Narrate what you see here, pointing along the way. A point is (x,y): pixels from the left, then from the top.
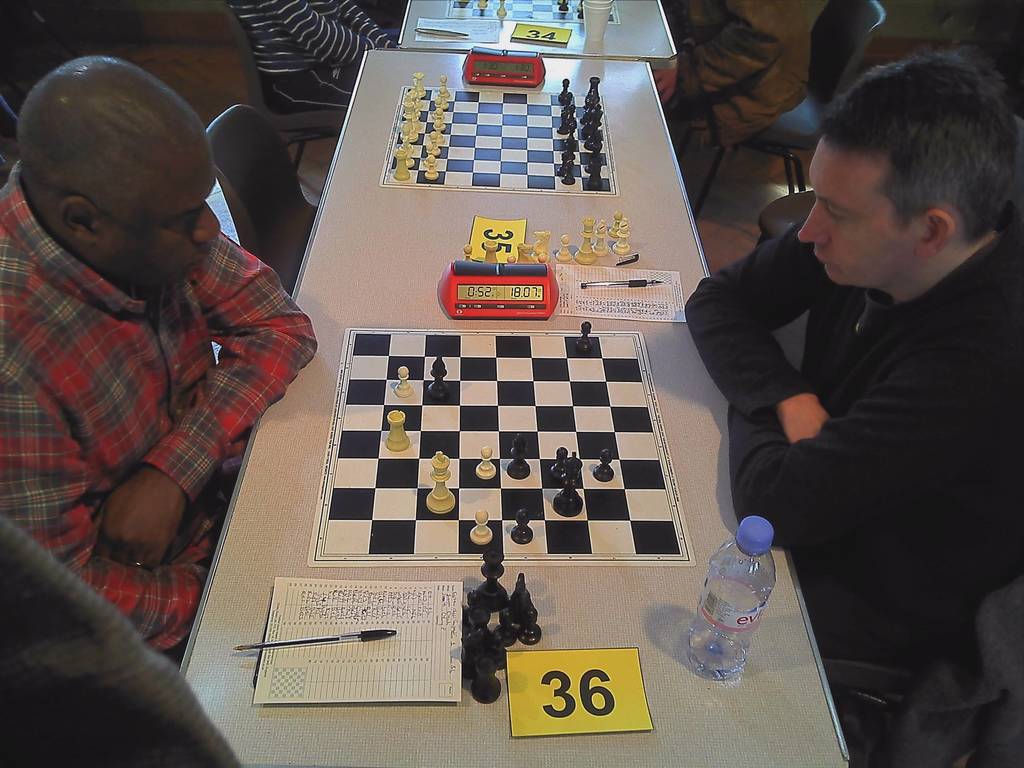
In this image i can see few people (734,287) playing the chess, On the table (411,609) i can see a chess board (464,530), a pen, a piece of paper (370,642) and a water bottle (753,621).
